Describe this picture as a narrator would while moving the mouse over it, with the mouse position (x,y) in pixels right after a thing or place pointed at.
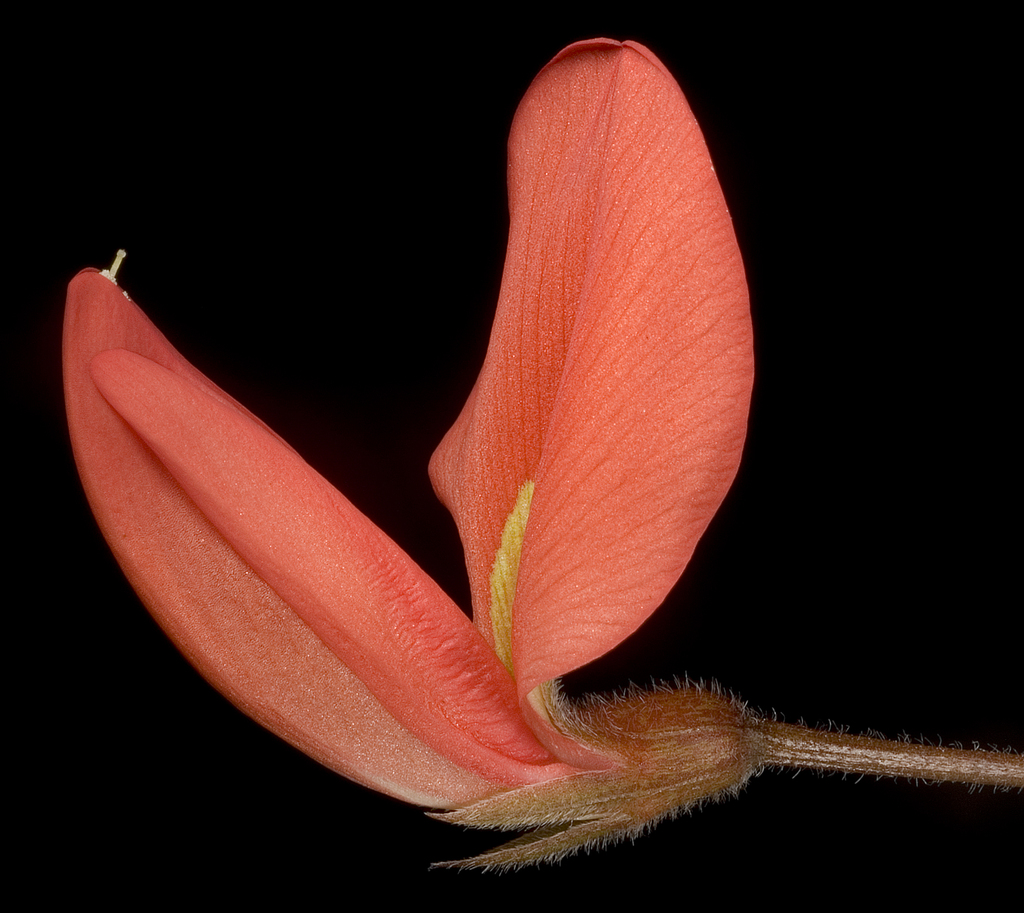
In this picture I can see a flower (289,624) in front (130,365) and I see that the flower (472,525) is of pink color and I see that it is dark in the background (926,858).
